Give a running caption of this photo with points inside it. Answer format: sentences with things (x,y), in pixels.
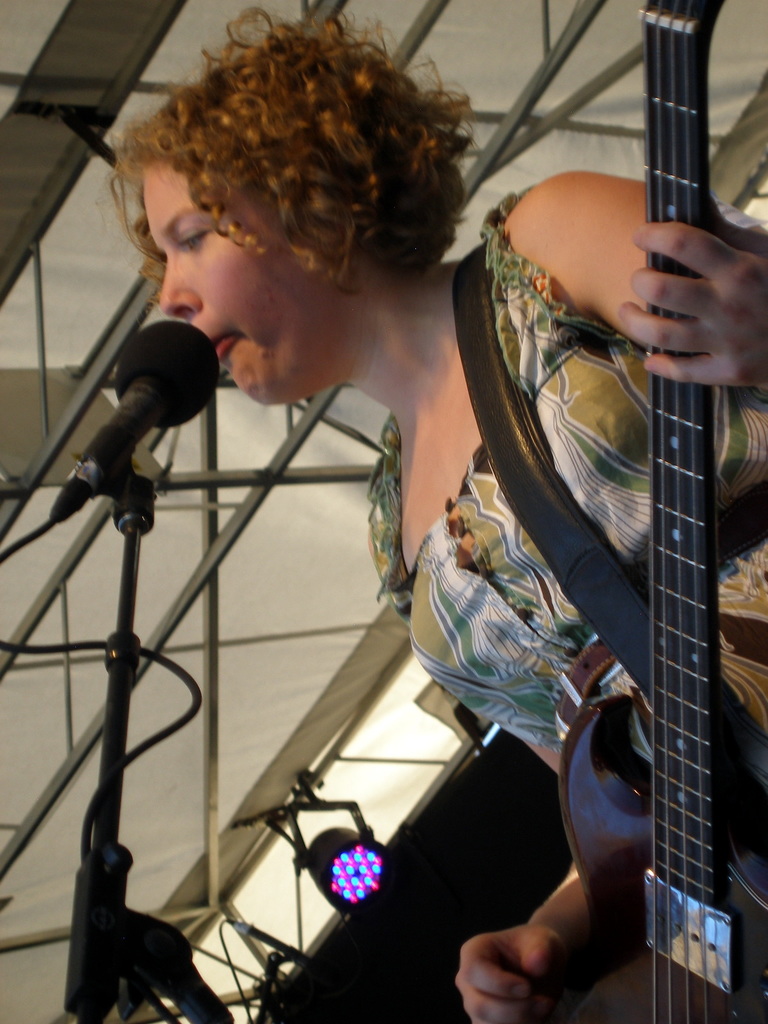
In this picture we can see a woman (373,553) holding a guitar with her hands (494,962) and in front of her we can see a mic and in the background (103,510) we can see the light (329,848), rods (207,796) and some objects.
